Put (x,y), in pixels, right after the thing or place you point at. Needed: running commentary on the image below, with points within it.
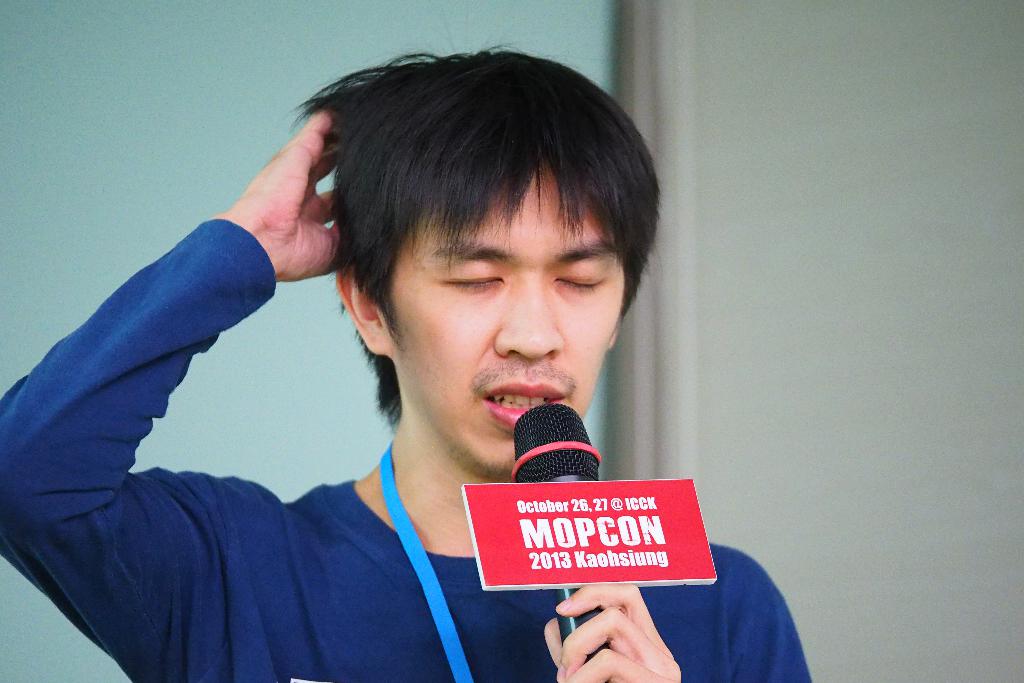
In this picture, we can see a person (663,606) holding a microphone (556,457), and we can see a board (574,546) attached to microphone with some text (594,516) on it, and we can see the background (739,393).
